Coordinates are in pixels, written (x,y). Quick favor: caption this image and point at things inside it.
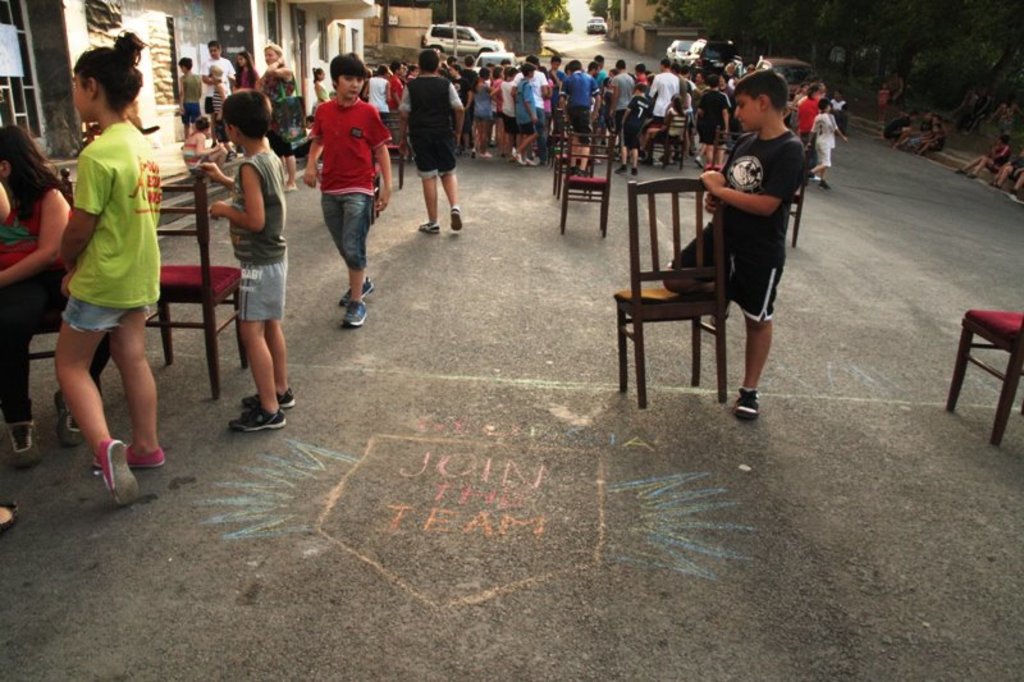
In this image a boy (755,129) in black t shirt (764,141) and black short (740,259) is holding a chair (680,271). Towards the left (140,275), there are two girls (112,211) and one boy (219,209), a boy (244,207) is holding another chair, behind him there is a boy (336,148) in red shirt (332,172) and blue jeans (361,196). In the background (404,110) there are group of people (429,75), trees (739,9), houses (660,29) and cars (682,41).
